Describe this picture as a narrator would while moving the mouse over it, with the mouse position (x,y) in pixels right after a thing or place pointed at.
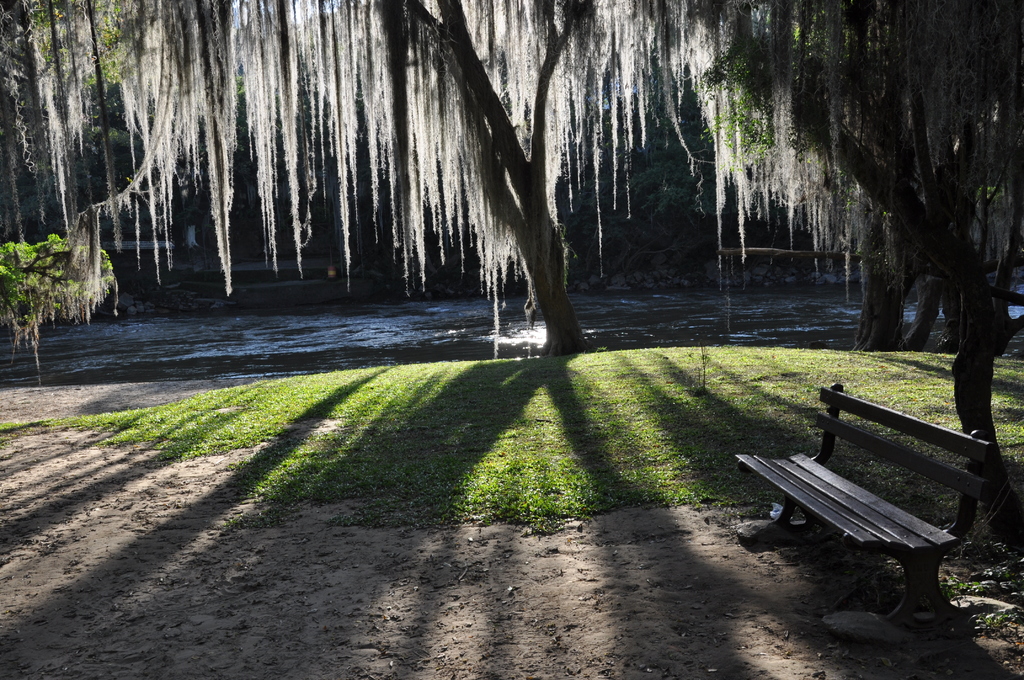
On the right side (855,438), there is a bench (763,462), which is on the ground (812,575), near a tree (981,244) and grass (721,429) on the ground (618,429). In the background (652,299), there is a lake (446,328) and there are trees (558,242).
